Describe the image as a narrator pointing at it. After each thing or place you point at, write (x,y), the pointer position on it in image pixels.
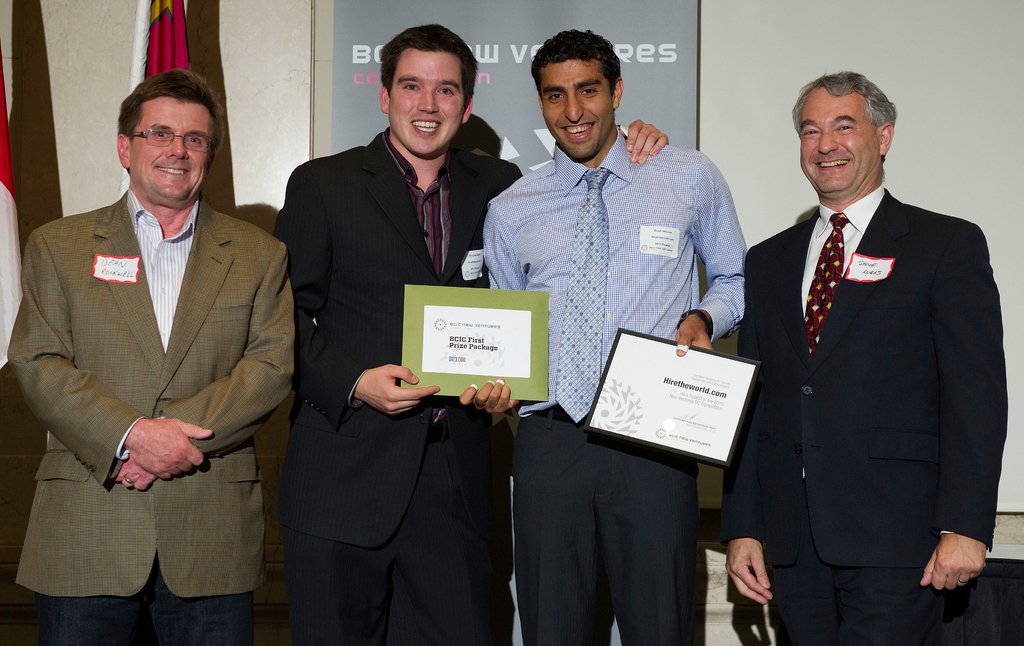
In this image I can see a group of people (570,399) standing together in which two of them holding some shields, behind them there is a wall (242,208) with some banner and a flag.
